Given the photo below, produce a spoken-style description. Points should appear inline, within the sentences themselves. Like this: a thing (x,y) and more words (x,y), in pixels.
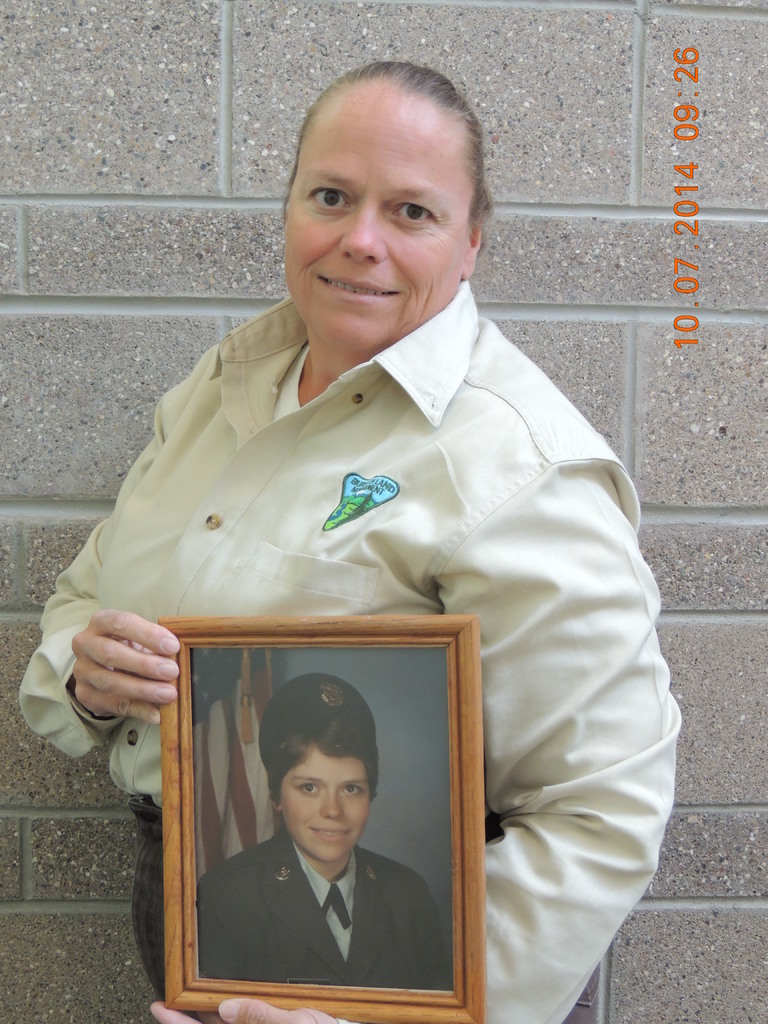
In the middle of this image (482,376), there is a woman (235,402) in uniform (211,414), smiling, standing and holding a photo frame (366,863). On the top right (686,115), there is a watermark (689,135). In the background (585,107), there is a wall (99,93).
